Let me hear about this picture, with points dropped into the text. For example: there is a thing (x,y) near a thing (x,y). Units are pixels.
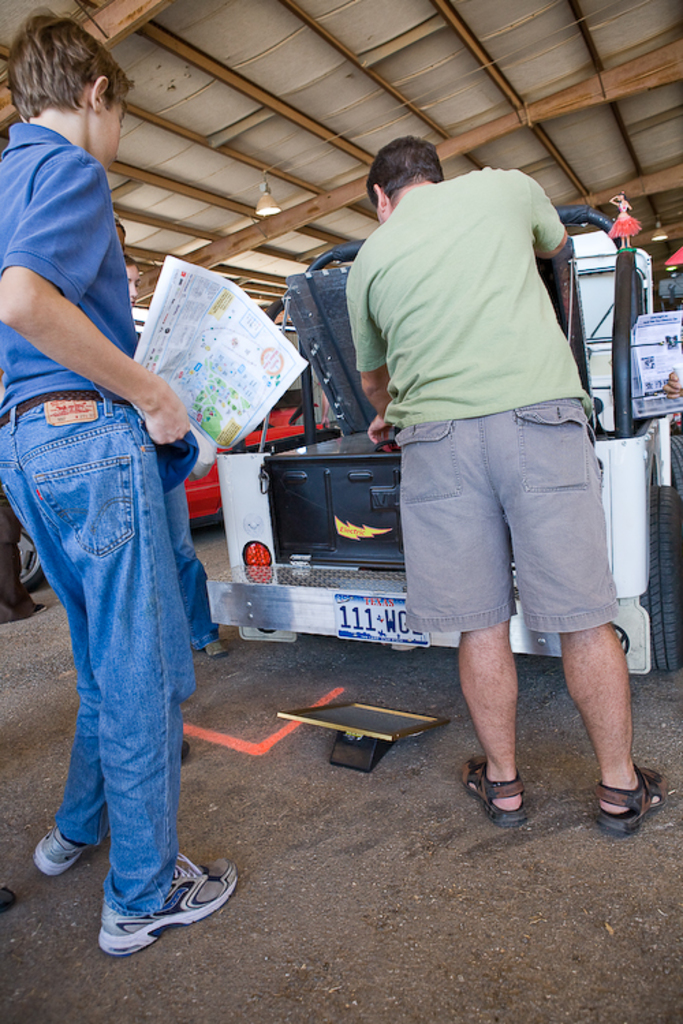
In this image I can see there are two people (472,791) standing in the foreground (42,44) and I can see there is a vehicle (270,595) and other people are standing near the vehicle (239,535).
